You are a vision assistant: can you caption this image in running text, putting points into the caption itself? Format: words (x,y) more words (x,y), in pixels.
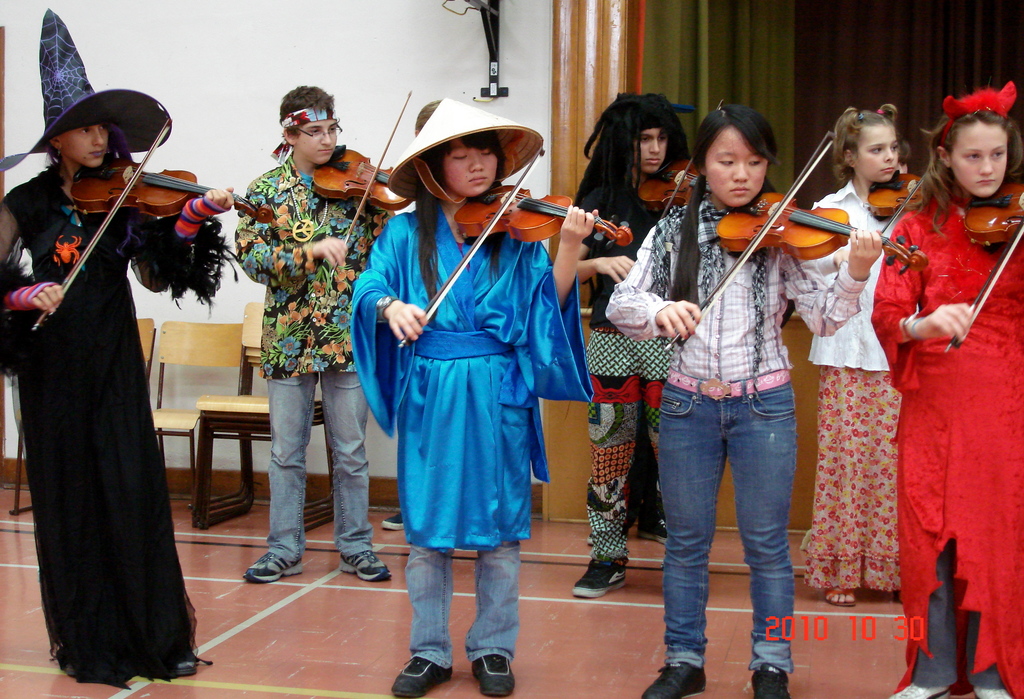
In this image there are group of persons (401,272) standing and playing violin (356,189).
